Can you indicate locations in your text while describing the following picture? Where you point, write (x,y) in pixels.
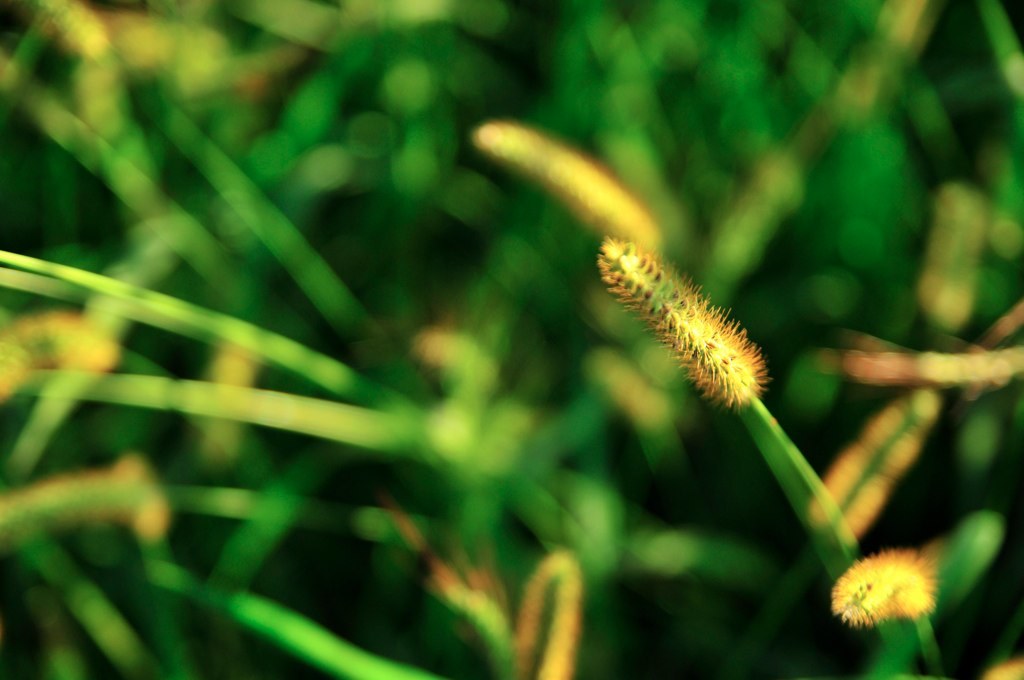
In the picture we can see some grass plants (471,585) with some buds (24,367) to it.
